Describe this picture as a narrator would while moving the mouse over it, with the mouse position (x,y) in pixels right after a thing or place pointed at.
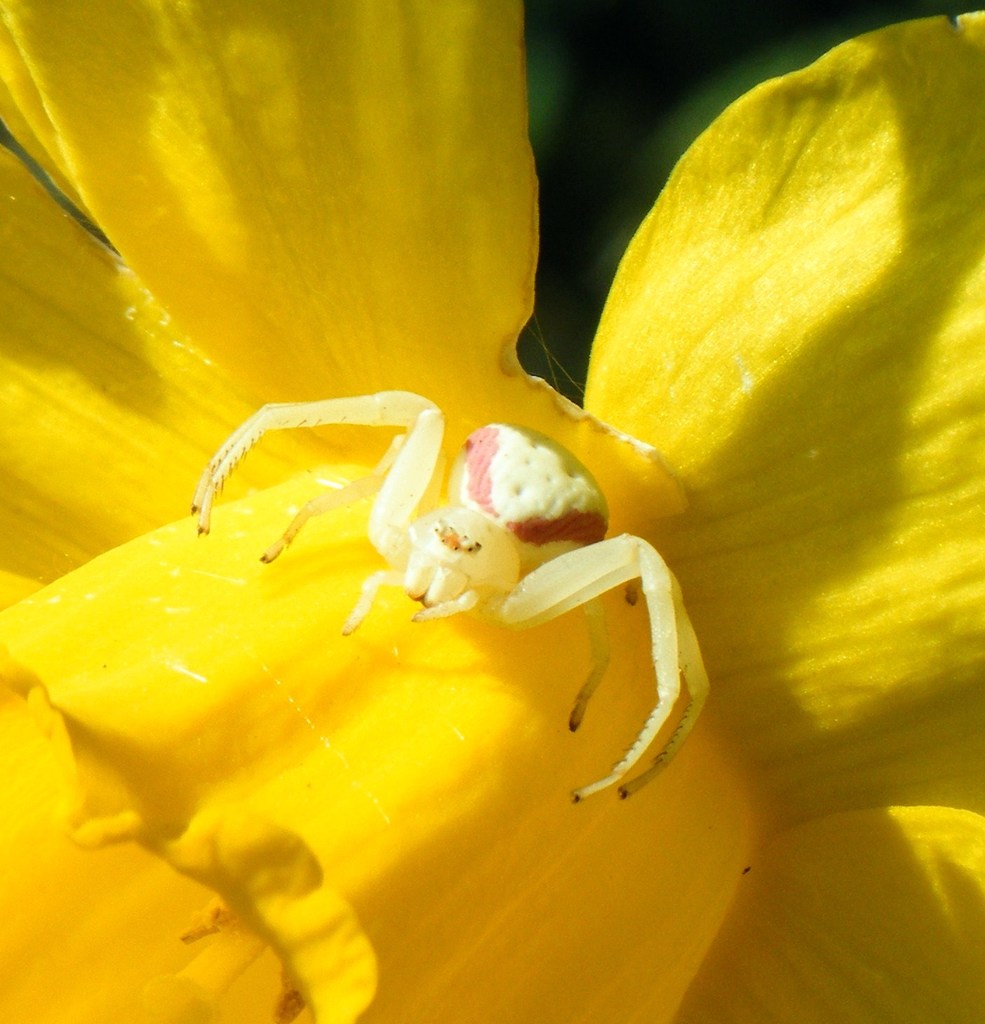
In this picture, we see the white spider (355,417) is on the flower (380,718). This flower (389,624) is in yellow color.
